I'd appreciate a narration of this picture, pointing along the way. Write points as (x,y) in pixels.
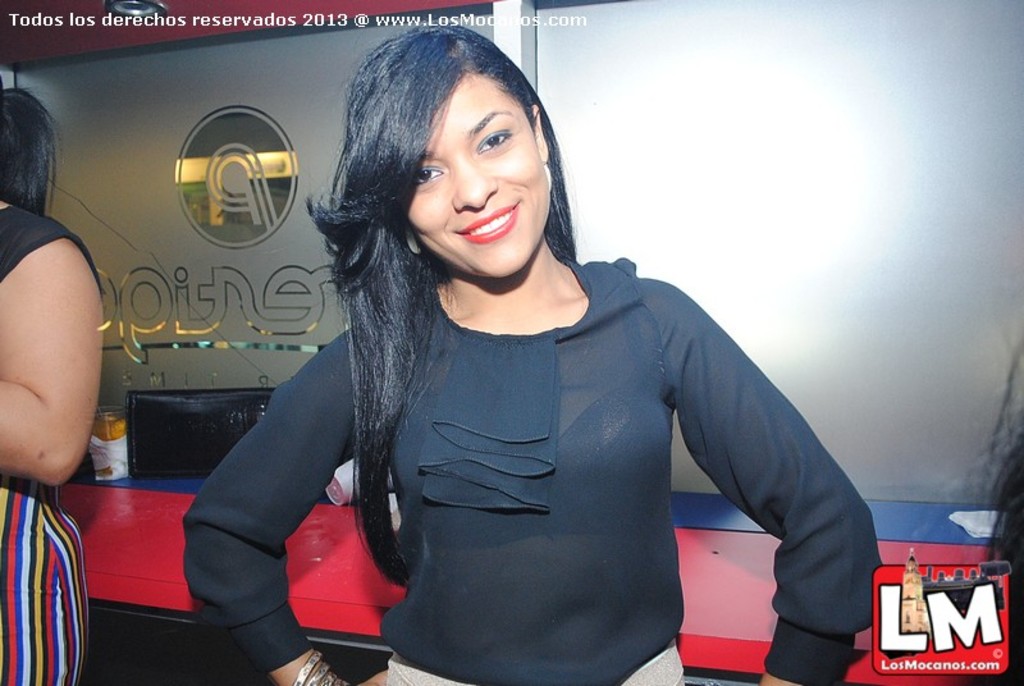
In this image a lady (546,357) wearing black top (539,411) is standing. She is smiling. Here we can see another person (48,322). In the background (217,121) there is wall (630,87). On the table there is bag (172,434) and few other things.
